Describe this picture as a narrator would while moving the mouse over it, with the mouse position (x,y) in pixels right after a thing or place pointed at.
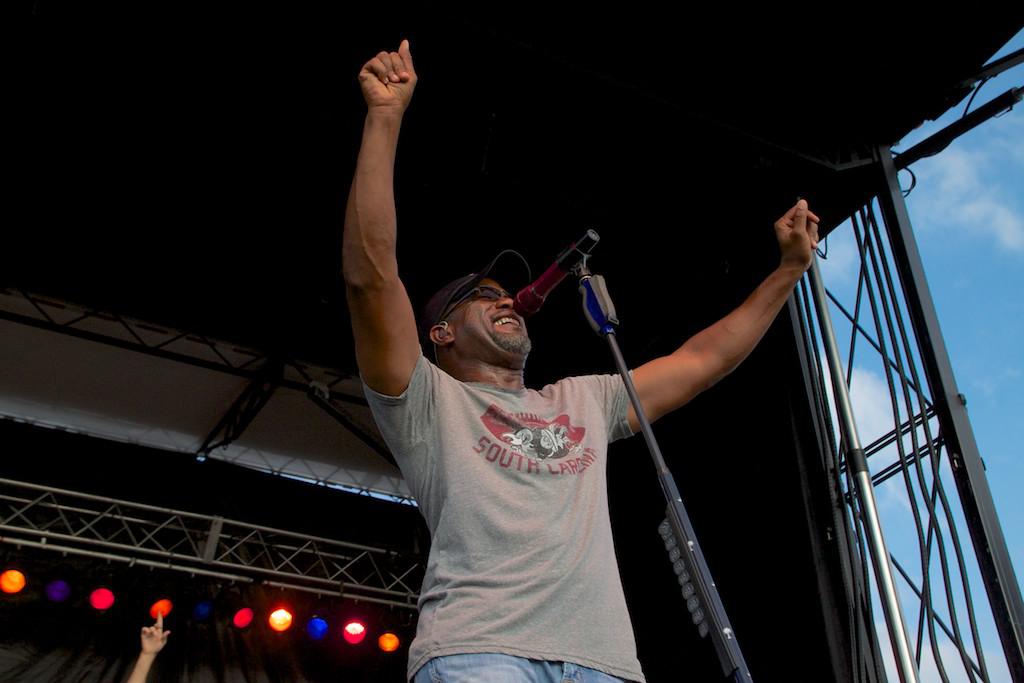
In this image we can see a person (555,551) standing on the stage (632,456) and there is a mic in front of him and in the background (154,646), we can see the stage lighting (386,639) and there is a person's hand (149,658).
